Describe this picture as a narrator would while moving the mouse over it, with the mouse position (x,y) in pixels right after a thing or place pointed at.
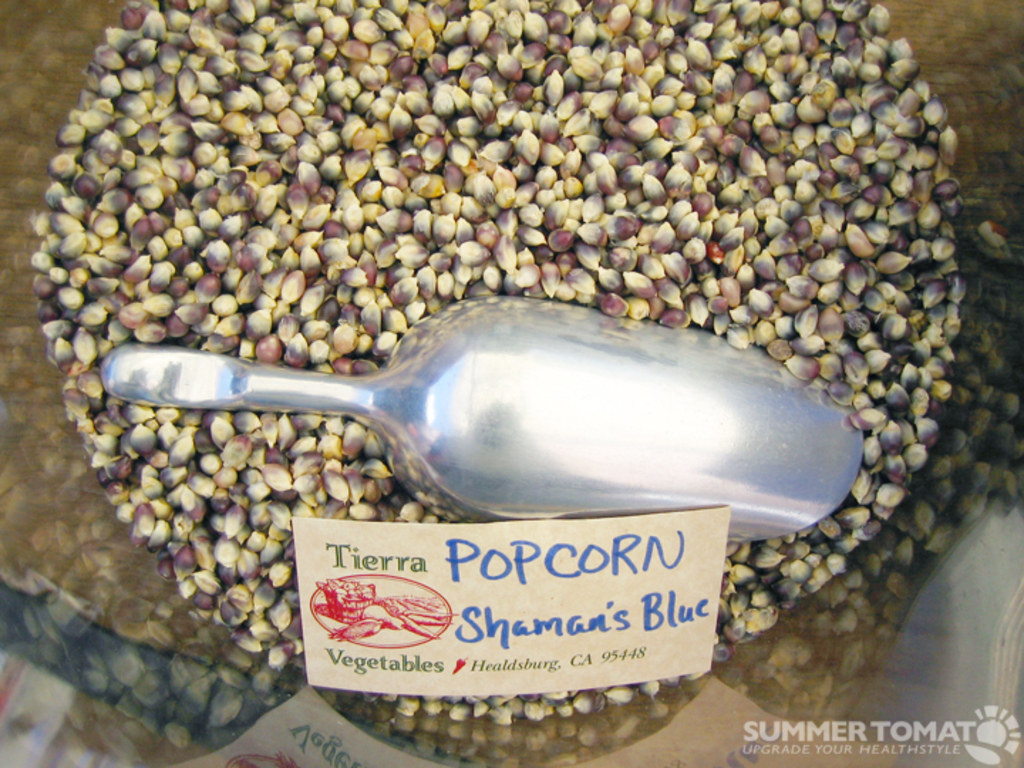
in this picture I can see few popcorn seeds (374,271) and a name board (445,610) with some text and a scoop (468,414) and I can see watermark (915,733) on the bottom right corner of the picture (901,731).
